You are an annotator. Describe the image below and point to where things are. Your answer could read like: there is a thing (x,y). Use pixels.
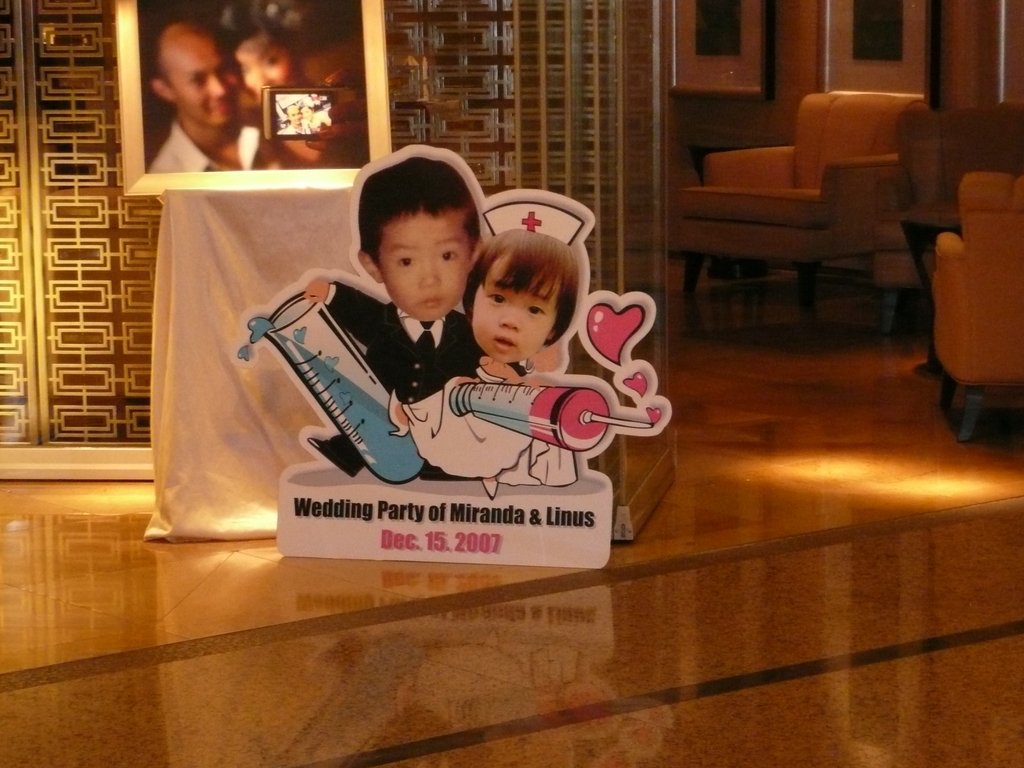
In this image in the center (436,409) there is one board (447,509), on the board (482,517) there is some text (510,512). And in the background (217,95) there are photo frame (289,92), wall (533,101), chairs (965,262) and at the bottom (683,688) there is floor (844,562).
